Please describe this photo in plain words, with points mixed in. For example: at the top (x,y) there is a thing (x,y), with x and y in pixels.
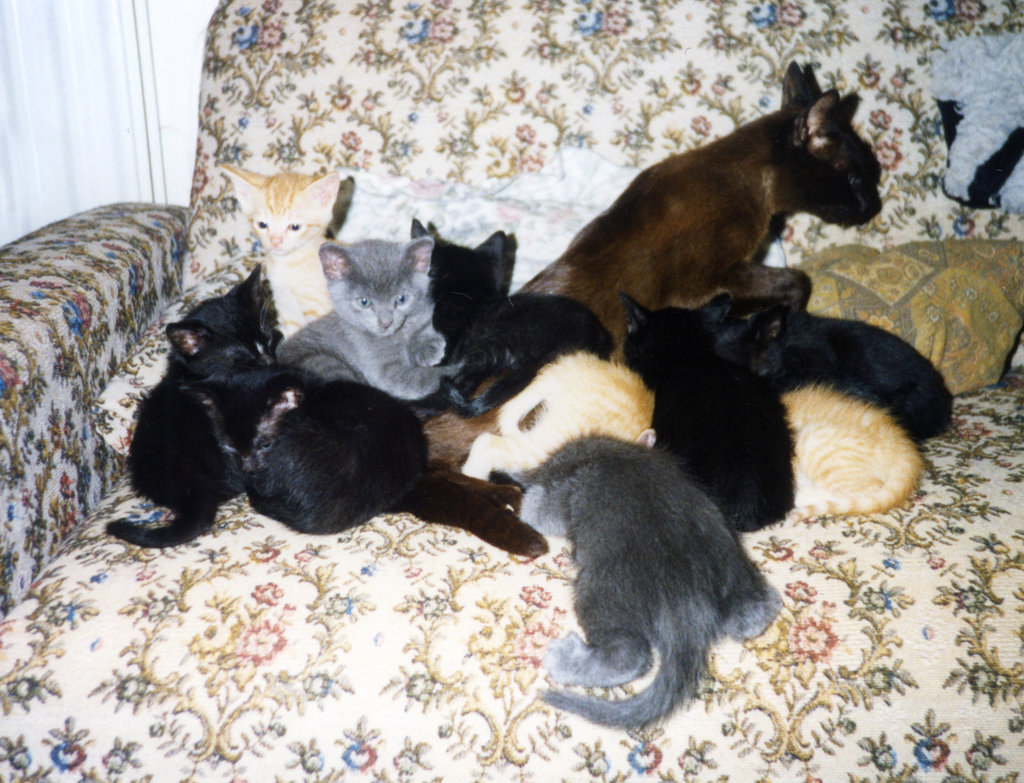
In this image there are group of cats (558,393) sitting on the couch (386,671), there is a pillow (936,314) on the couch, there is an object (986,116) truncated towards the right of the image (996,103), the background of the image (162,61) is white in color.
